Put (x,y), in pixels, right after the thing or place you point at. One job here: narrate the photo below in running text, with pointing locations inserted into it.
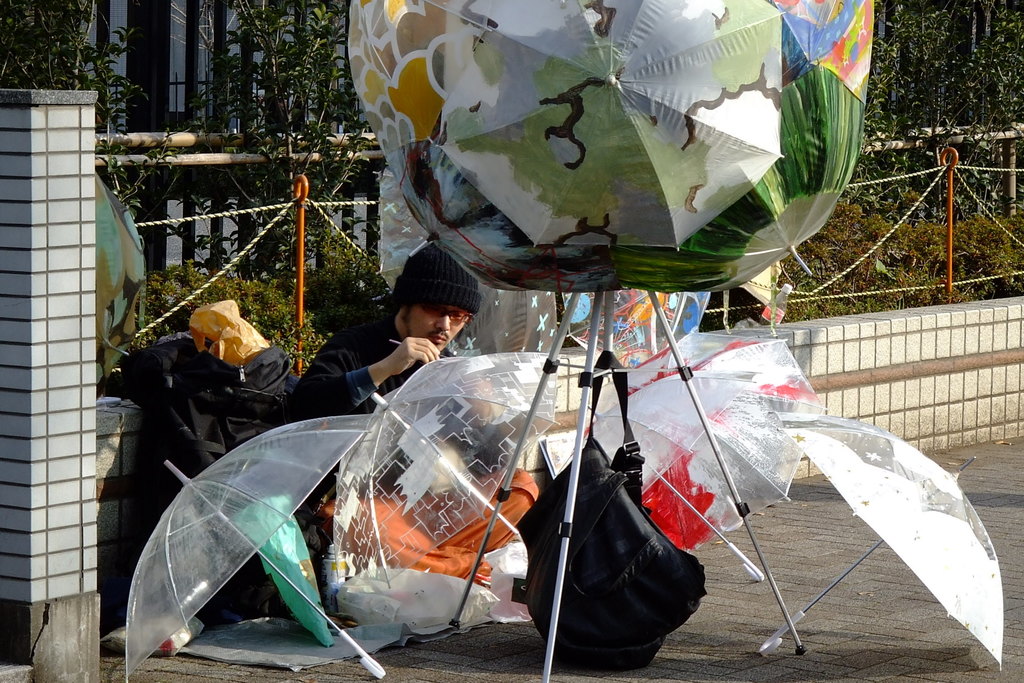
In this image we can see a person (335,412), umbrellas (476,475), bag (551,547), stand (727,468), pillar (82,255), wall (876,338), rods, and ropes (895,291). In the background (966,285) we can see plants (219,293) and trees (979,112).
